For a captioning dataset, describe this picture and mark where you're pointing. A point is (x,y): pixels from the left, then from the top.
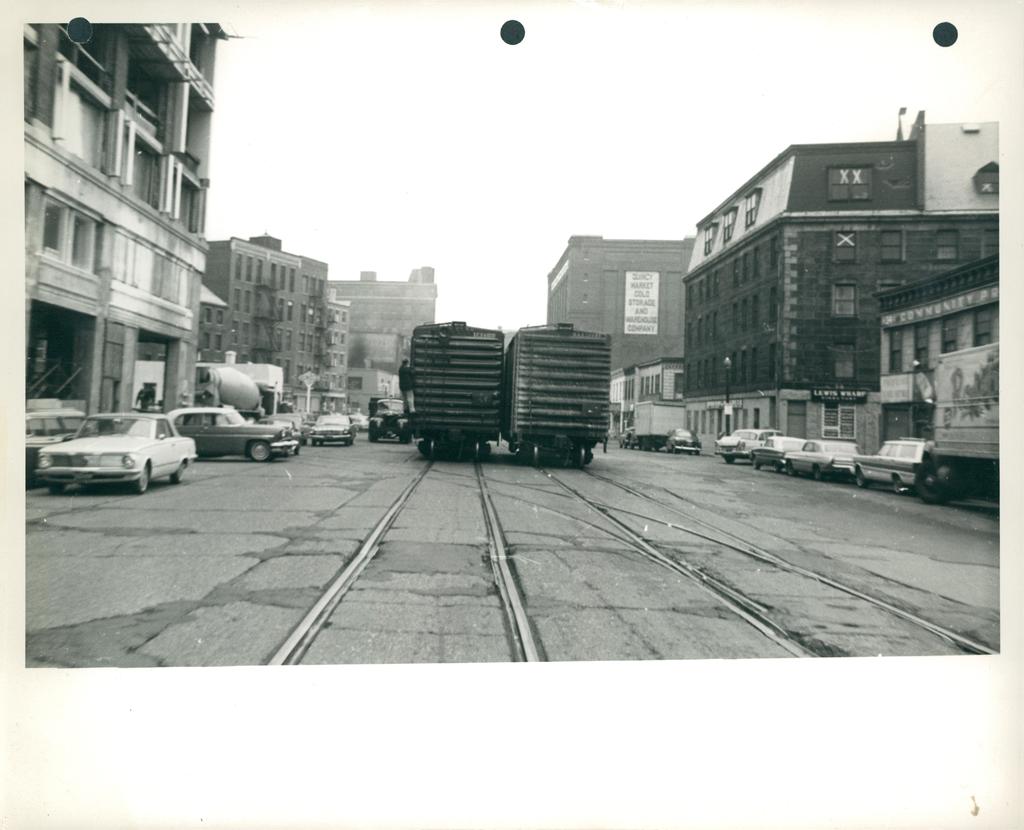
Black and white picture. Vehicles (387,409) are on the road (703,462). Beside this vehicle's (120,438) there are buildings (606,305). To this buildings (417,284) there are windows (146,263). On this building (640,252) there is a hoarding (635,313).
